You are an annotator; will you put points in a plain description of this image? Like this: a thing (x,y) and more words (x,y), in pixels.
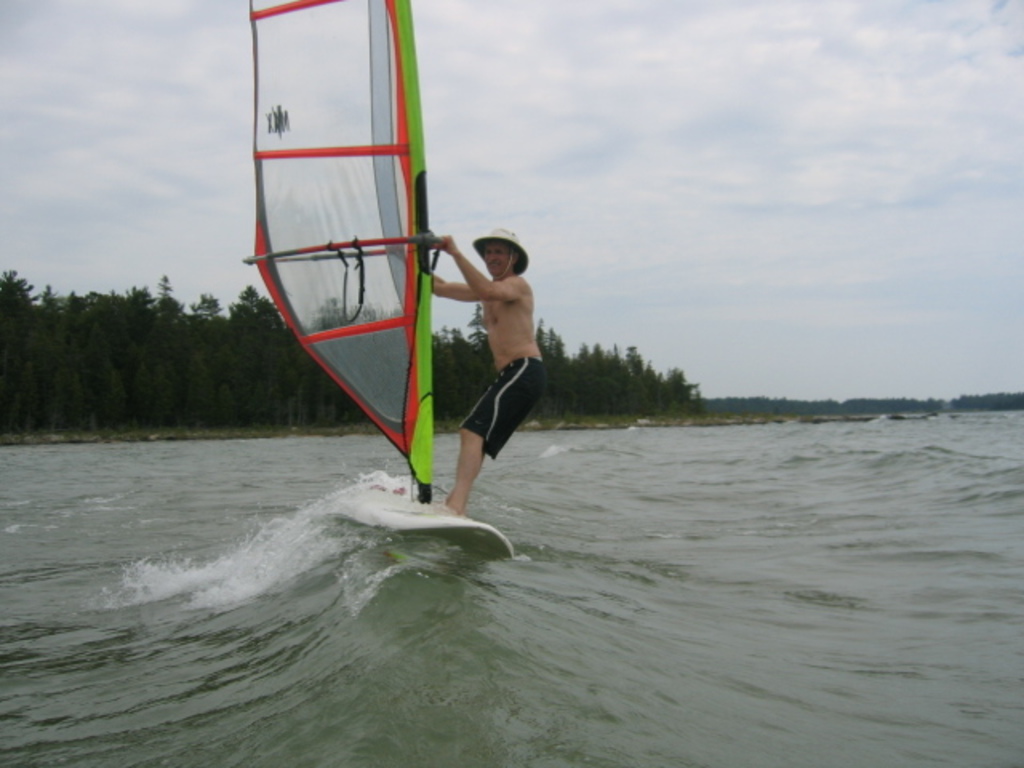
this picture we can see one person (471,429) is riding a windsurfing board (443,514) and water (437,475) back side we can see so many trees (193,377) Sky (216,211).
